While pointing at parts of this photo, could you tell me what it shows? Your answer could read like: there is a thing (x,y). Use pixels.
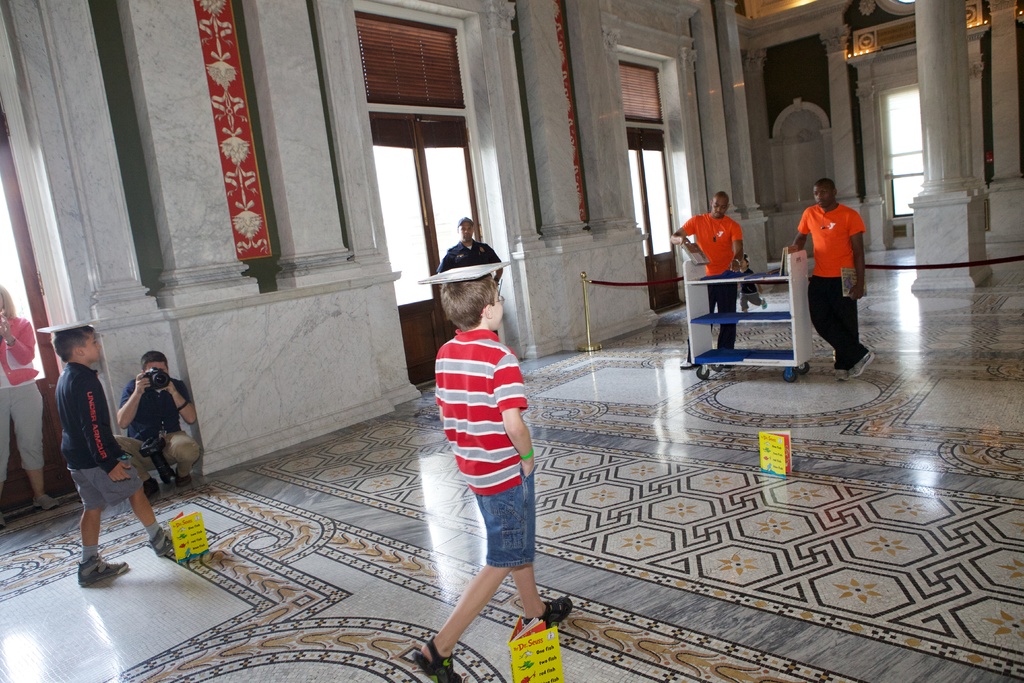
In this image we can see two boys (560,621) are walking on the floor (430,603) by carrying books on their heads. In the background (380,182) few persons (6,313) are standing, a person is in squat position and holding a camera (165,385) in the hands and we can see books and a wheel table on the floor (618,641), wall (541,111), windows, lights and other objects (959,4).
